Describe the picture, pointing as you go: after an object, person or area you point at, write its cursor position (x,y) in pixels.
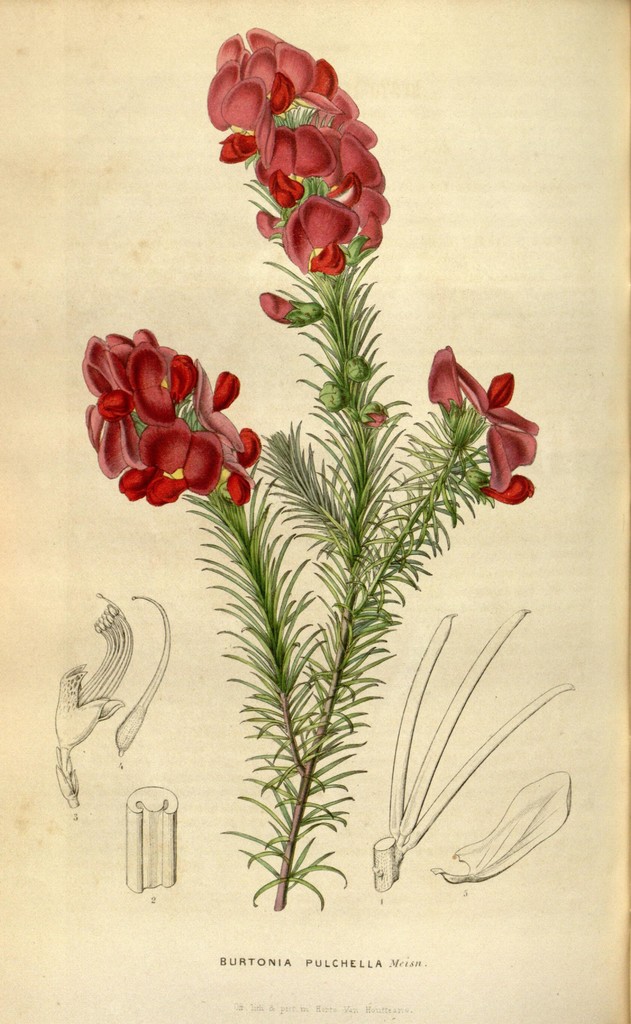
In this image I can see the painting (288,463) of a plant (289,632).
